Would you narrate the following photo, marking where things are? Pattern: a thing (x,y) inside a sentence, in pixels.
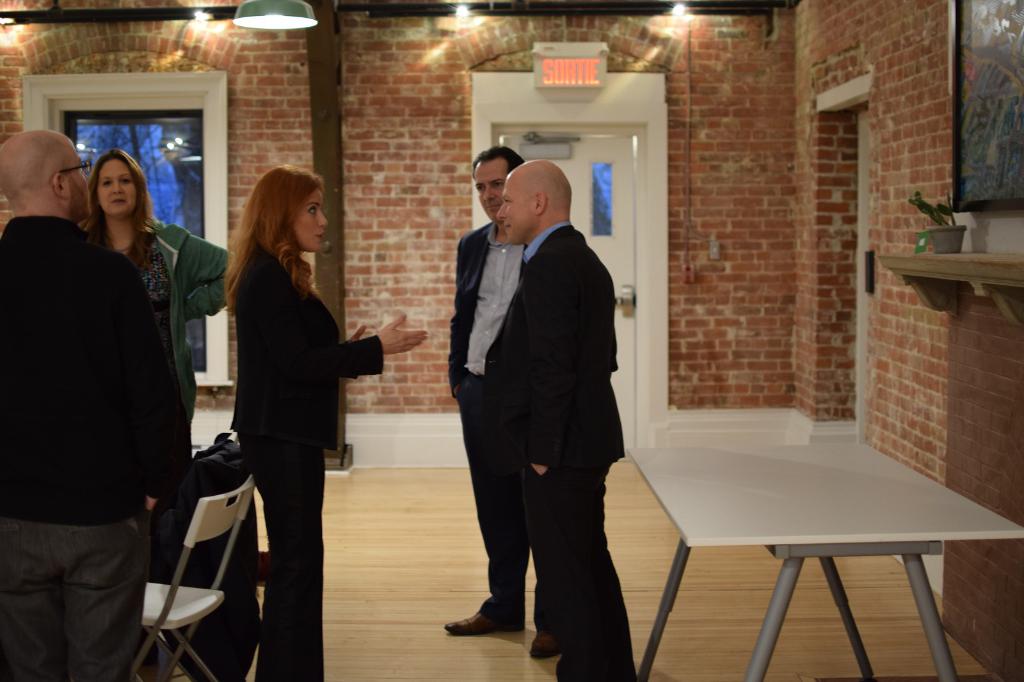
The photo is clicked inside a room (435,153). we can see few people (87,275) are standing in the room (443,397). In the middle (481,360) a lady (290,316) is talking to two persons (459,282) who are standing in front of her. Behind those persons (545,305) there is a table (802,451). In the background (616,167) we can a door (622,223). On the right side of the image (937,232) we can see a pot (942,244) on the stand (954,261). The floor (380,579) is wooden furnished. In the left side (66,468) two other persons (82,263) are standing. Beside them there is a chair (181,560). On the top (303,28) there is a light (284,17).
